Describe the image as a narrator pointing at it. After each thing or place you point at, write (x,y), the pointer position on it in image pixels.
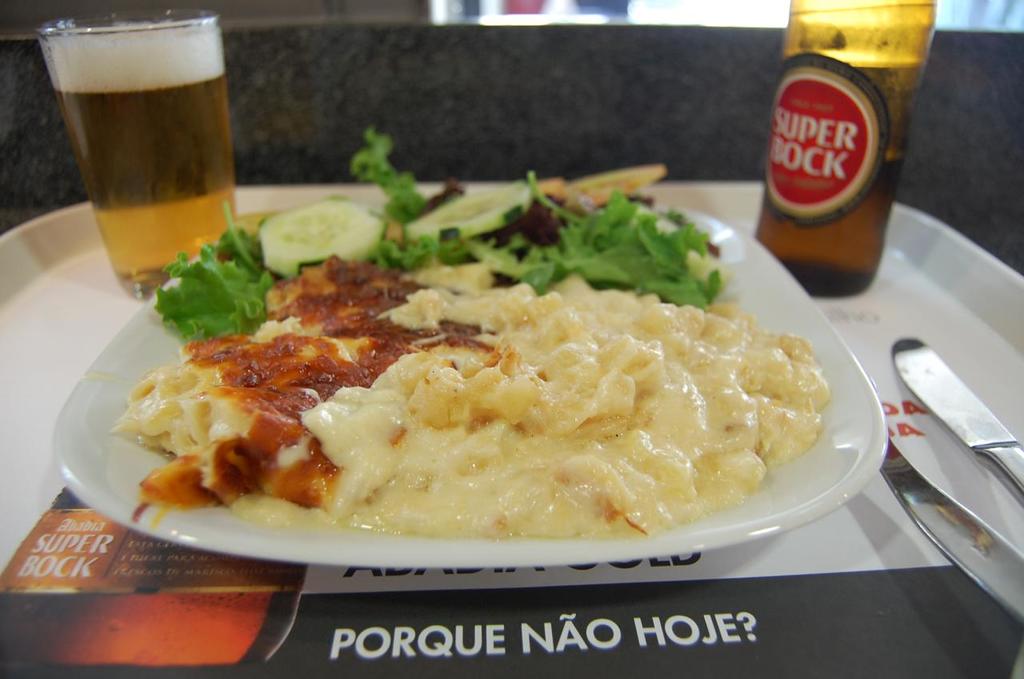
This is the tray (41,262) with a glass of alcohol (189,111), beer bottle (874,189), plate (860,432), knife (963,434) and spoon (936,524). I think this is a paper (118,611). This plate (276,509) contains few slices of cucumber (333,233), leafy vegetables (445,247) and some food (444,409).
